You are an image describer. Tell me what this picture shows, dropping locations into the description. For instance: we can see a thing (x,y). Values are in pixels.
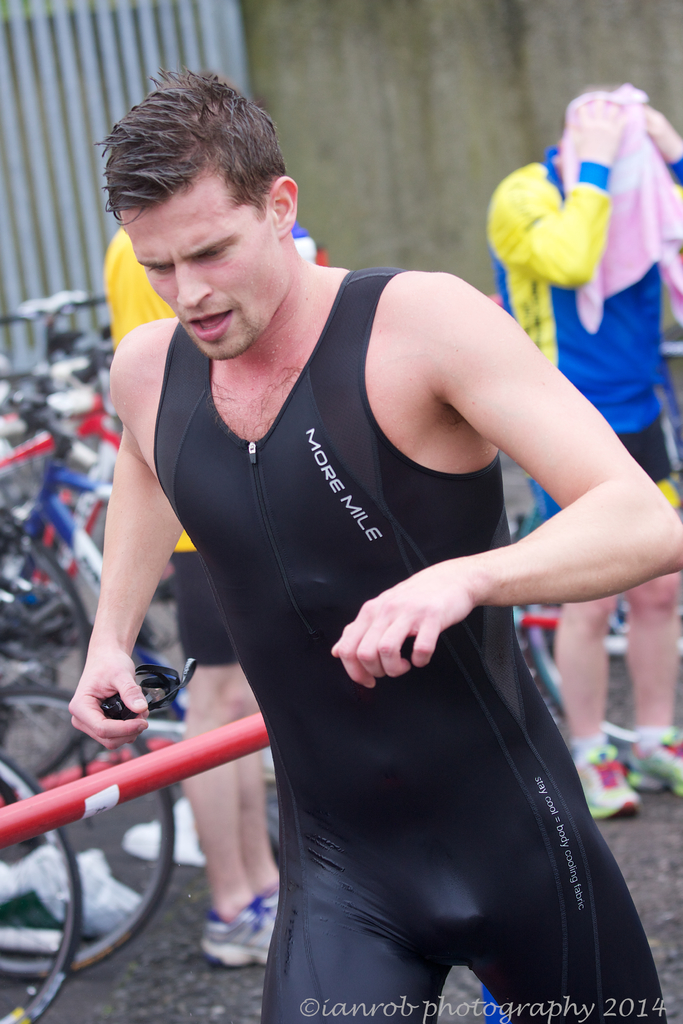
As we can see in the image there is a man (192,479) who is running and he is holding a black swimming goggles (153,702) and he is wearing a black outfit (339,583) and behind him there is a man (600,128) who is drying his hair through towel (625,260) and he is wearing shoes (625,807) and he is wearing a jacket (558,276) which is in blue and yellow colour and behind the man (139,407) there are lot of bicycles (46,536) parked on the road (115,961).
